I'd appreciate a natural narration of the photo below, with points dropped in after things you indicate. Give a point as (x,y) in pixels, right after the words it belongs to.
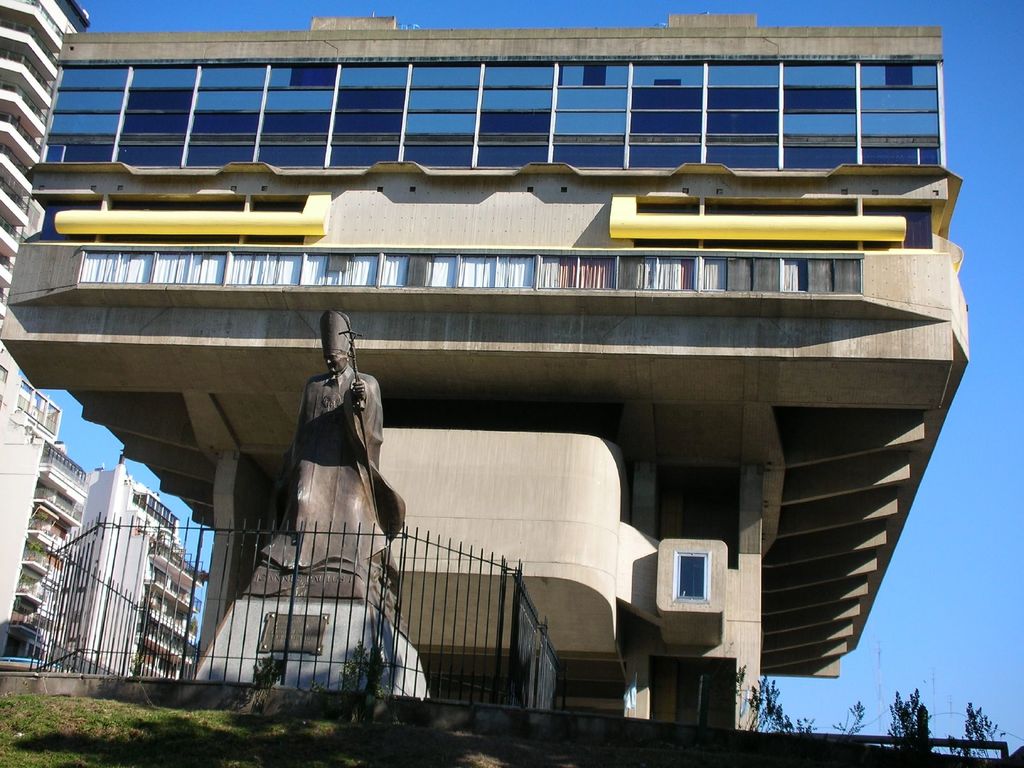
In the picture we can see a building (728,230) and under the building (897,362) we can see a sculpture of a man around it, we can see the railing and beside the building (676,638) we can see some other buildings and in the background (946,453) we can see the sky (984,448).
